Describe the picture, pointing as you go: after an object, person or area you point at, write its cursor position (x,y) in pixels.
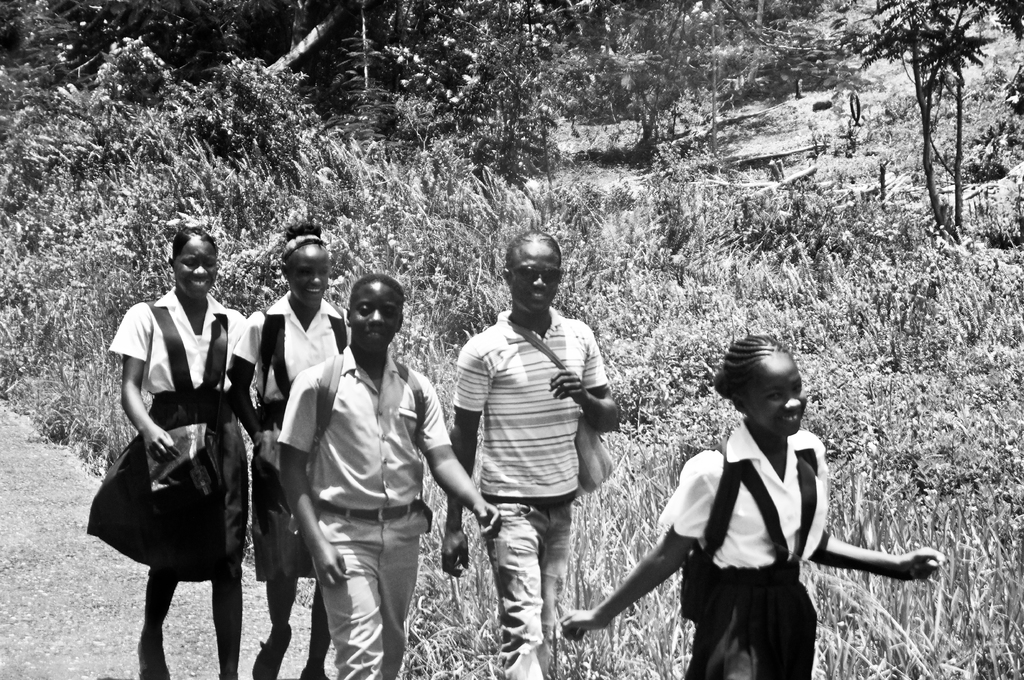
In the middle of the image (549,323) few people (389,278) are walking and smiling. Behind them there are some plants (974,388) and trees (3,37).
